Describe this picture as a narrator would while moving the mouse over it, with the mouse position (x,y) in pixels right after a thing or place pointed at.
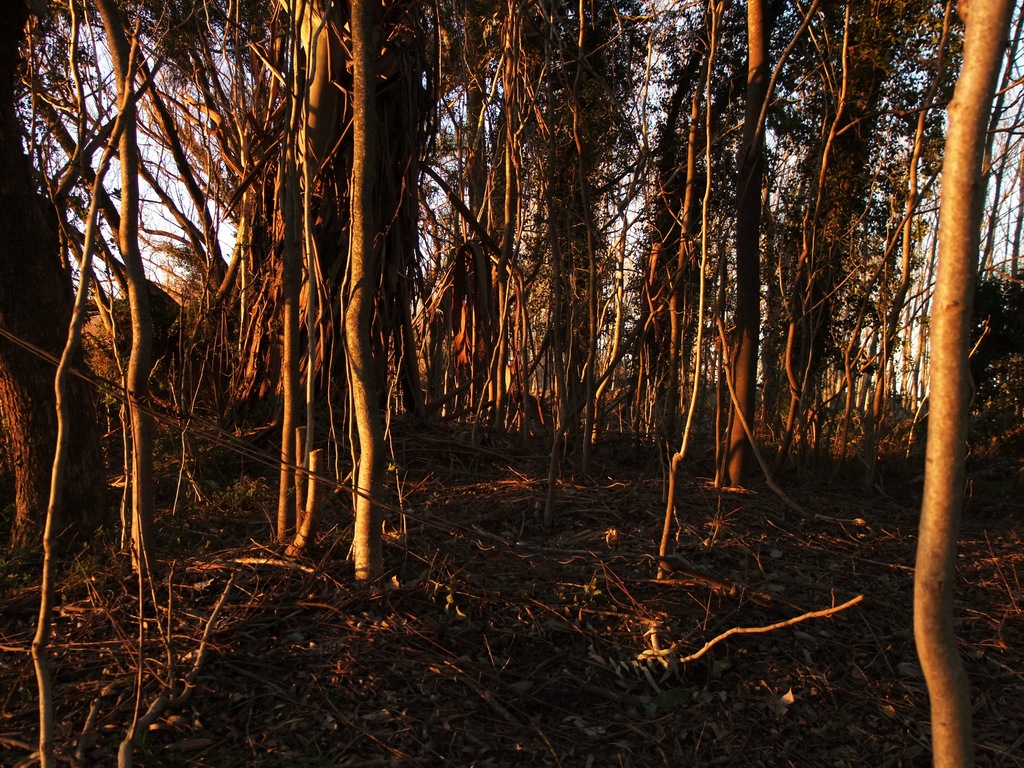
In this image we can see tree (470,374). In the background (167,217) there is sky (153,215).
